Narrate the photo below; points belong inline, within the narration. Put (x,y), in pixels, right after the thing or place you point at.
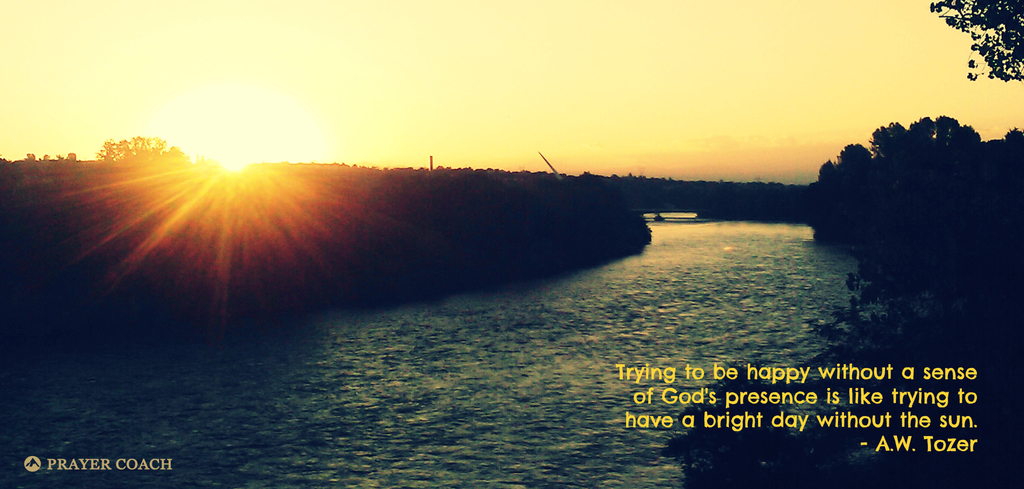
In the image we can see the water (600,444), trees (278,168), sky (247,140) and the sun (231,160). On the bottom right (798,407) and bottom left, we can see the text (865,419).
